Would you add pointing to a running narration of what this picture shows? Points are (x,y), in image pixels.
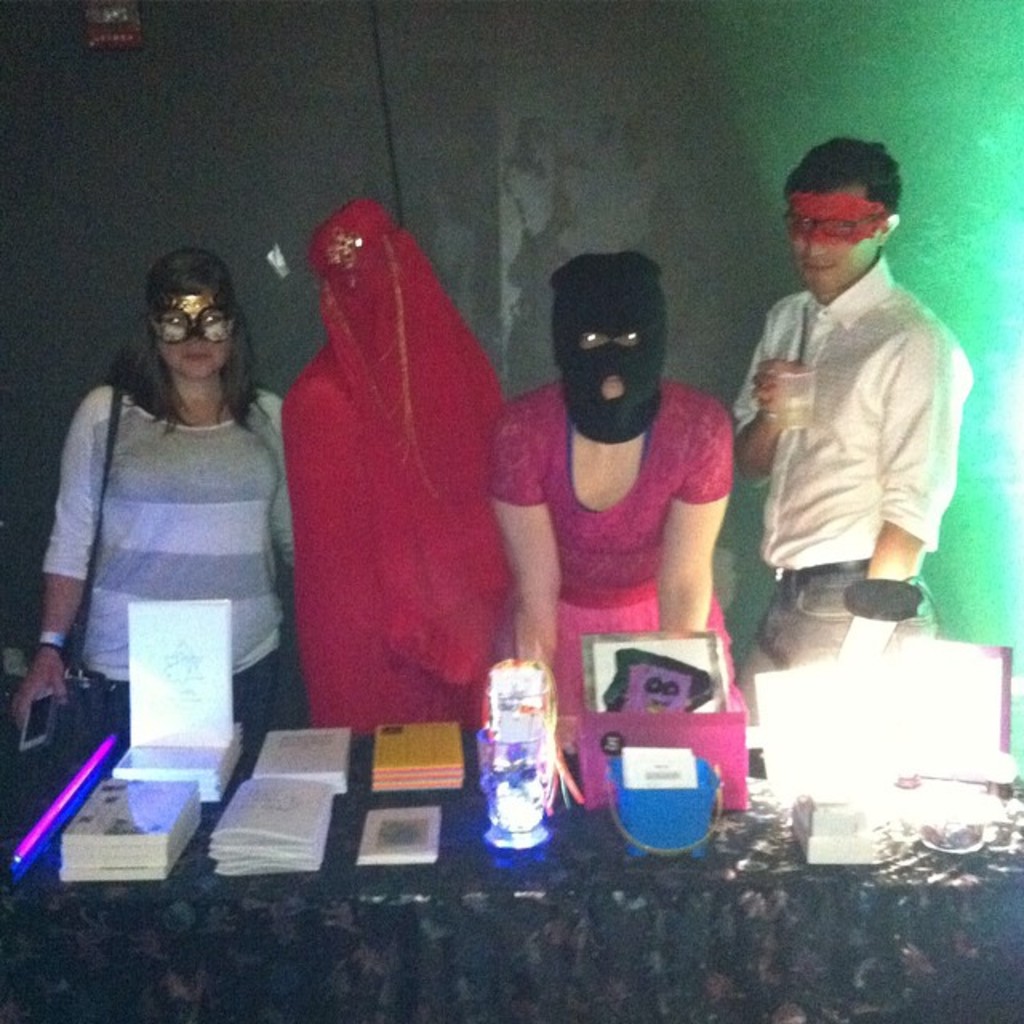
In this image we can see one table (726,990) covered with table cloth (81,921), one wall (152,176) in the background (711,83), three objects (276,261) attached to the wall (261,267), four people (313,723) are standing near the table (487,855), one man (853,456) holding a glass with liquid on the right side of the image (846,428), one person (452,671) in a red costume (450,655), three people (622,361) wearing masks (193,326), one person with black mask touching the table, one woman (127,454) wearing a bag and holding a cell phone (46,711) on the left side of the image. There are some books (157,815) and some objects (589,784) on the table (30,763).
